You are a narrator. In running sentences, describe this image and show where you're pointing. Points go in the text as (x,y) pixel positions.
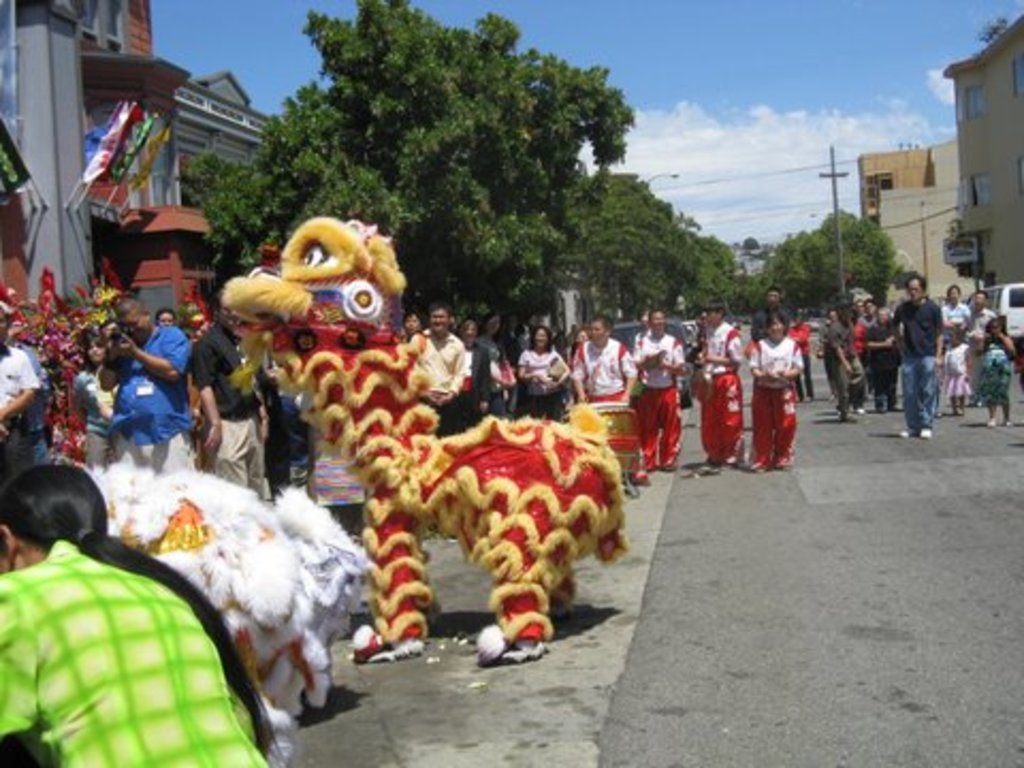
In this picture I can see many peoples (925,406) who are standing on the road (843,459). On the left (301,541) I can see some people (344,369) who are wearing the costume of an animal (352,413). In the background (493,255) I can see many trees (693,255), poles (836,198), electric wires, buildings (55,153), flags (146,182) and other objects (972,264). At the top (673,59) I can see the sky (672,93) and clouds (719,126).
